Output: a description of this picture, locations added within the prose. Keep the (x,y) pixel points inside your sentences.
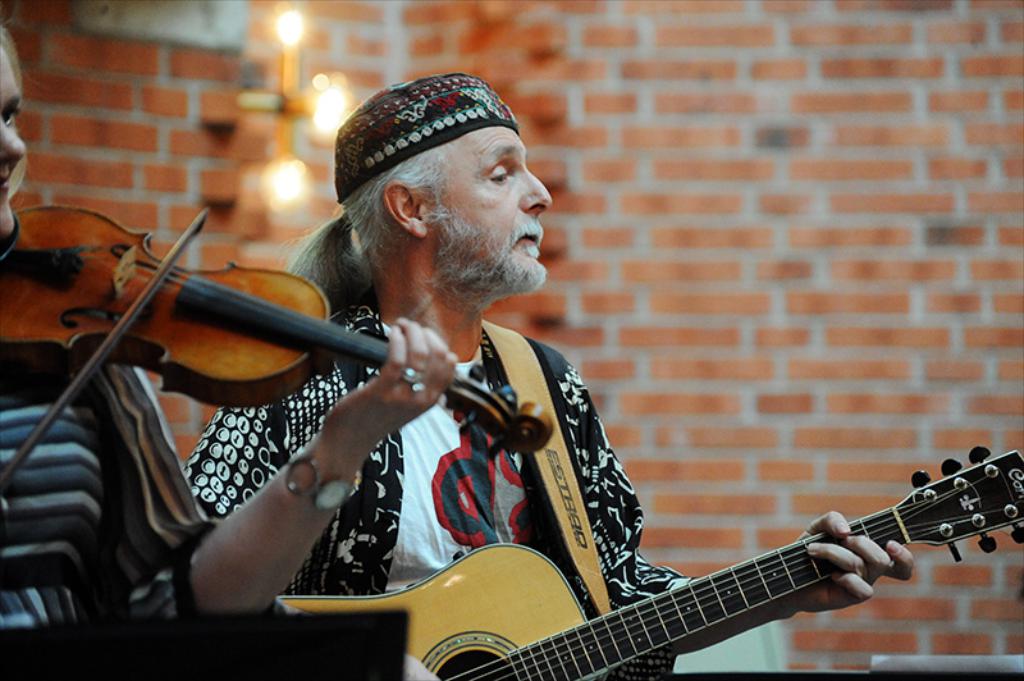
This image consists of two persons (331,425). The one who left side (87,486) is women (88,512). She is holding a violin (215,333) in her hand (324,456). She has a watch (321,475) and ring (410,385) to her hand (355,425). Beside her there is man (403,137) in the middle of the image (496,371). He is wearing black color dress (372,538), he is playing guitar (616,615). He also has cap (371,132) on his head (391,172). Behind him there are lights (284,32) on the top (284,32). The wall (569,68) is with bricks (691,404).
